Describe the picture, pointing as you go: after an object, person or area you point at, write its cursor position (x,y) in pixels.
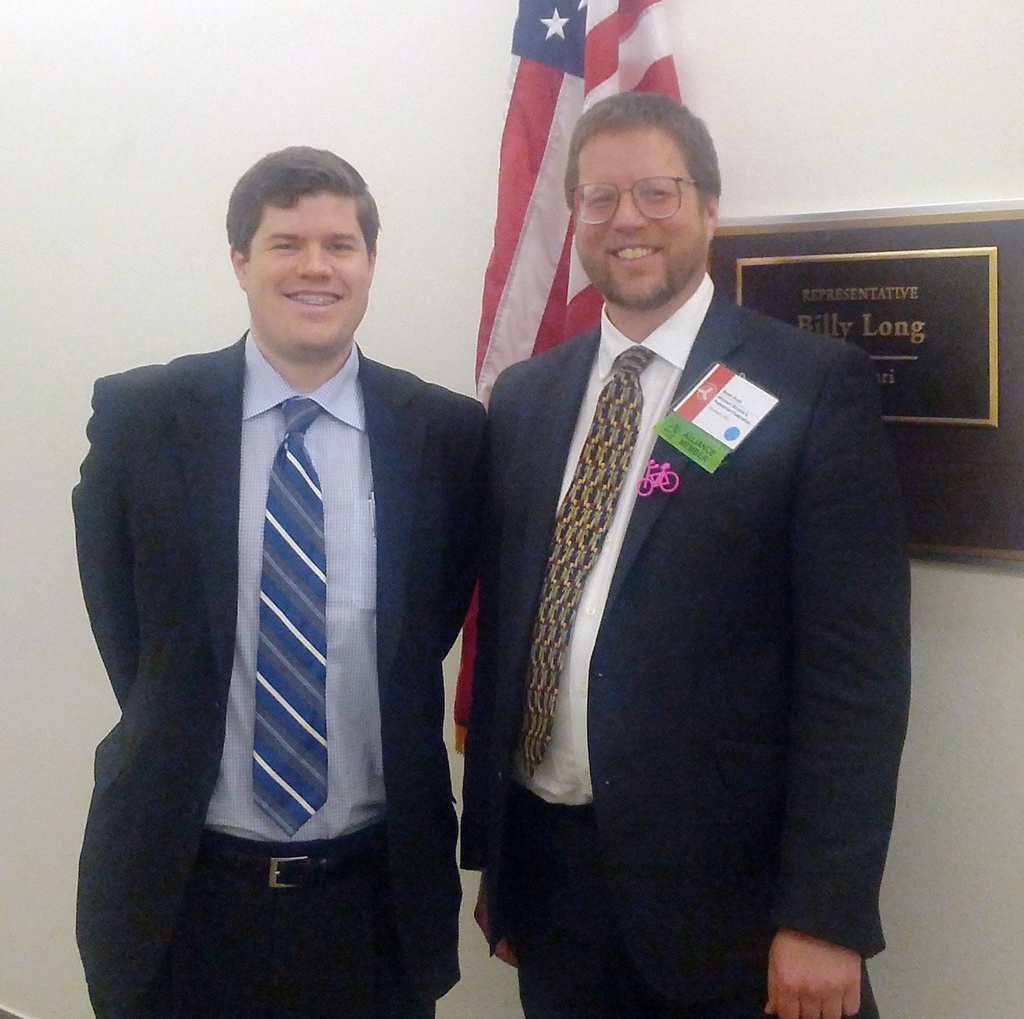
In this image I can see two persons (532,668) standing, the person (187,671) at left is wearing blue blazer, light blue shirt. In the background (794,289) I can see the frame (802,264) attached to the wall (735,60) and I can also see the flag (589,19) in red, white and blue color.
